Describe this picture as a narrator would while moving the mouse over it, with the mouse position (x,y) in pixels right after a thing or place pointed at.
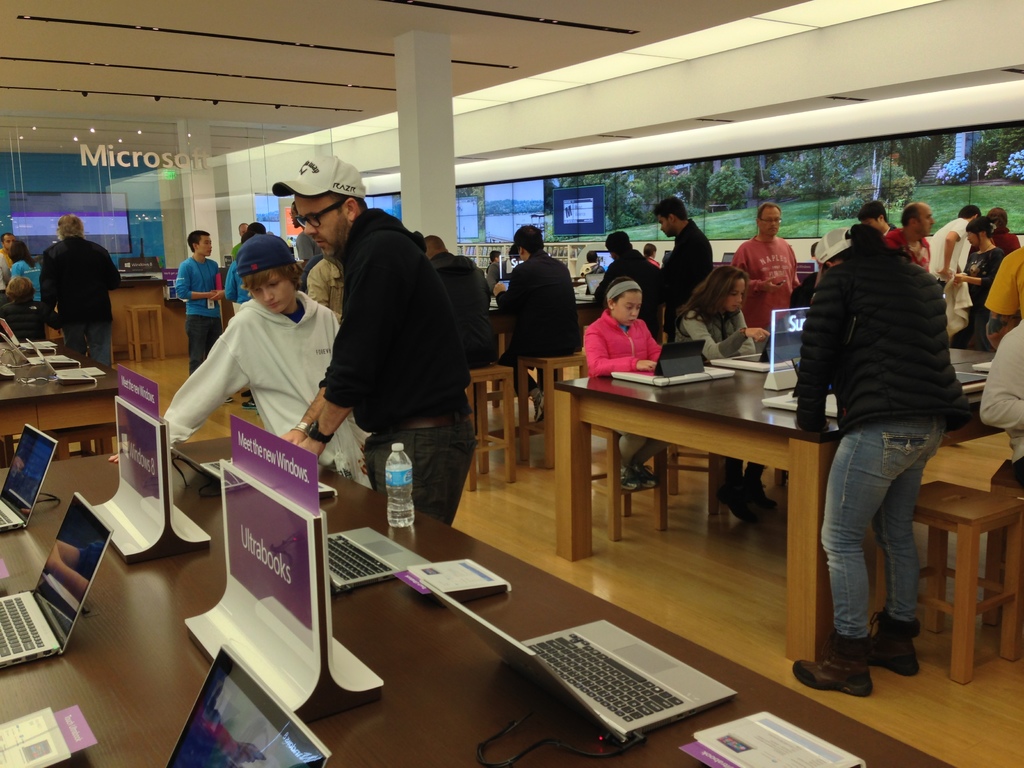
In the image there are many people (932,435) either side of the table (696,429) which are in middle of the room (622,559), there are many laptops (299,741) on the table (655,757), this looks like a microsoft store (825,195) and on the background wall (802,192) there are screens (877,191).
